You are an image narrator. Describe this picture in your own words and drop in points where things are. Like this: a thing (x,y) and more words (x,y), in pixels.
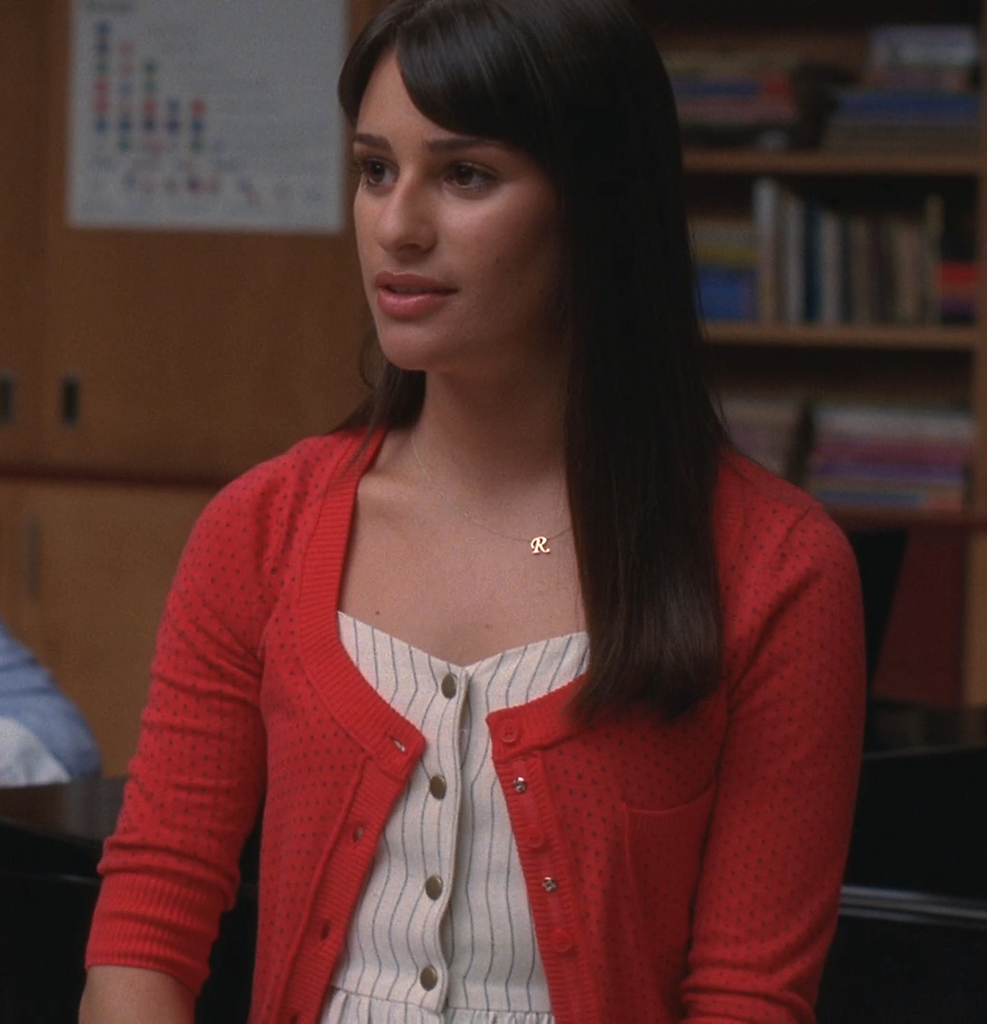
In this image we can see a woman (470,541). In the background (159,208) there are books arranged in the shelves (821,136) and a paper (188,86) pasted on the cupboard (145,355).
